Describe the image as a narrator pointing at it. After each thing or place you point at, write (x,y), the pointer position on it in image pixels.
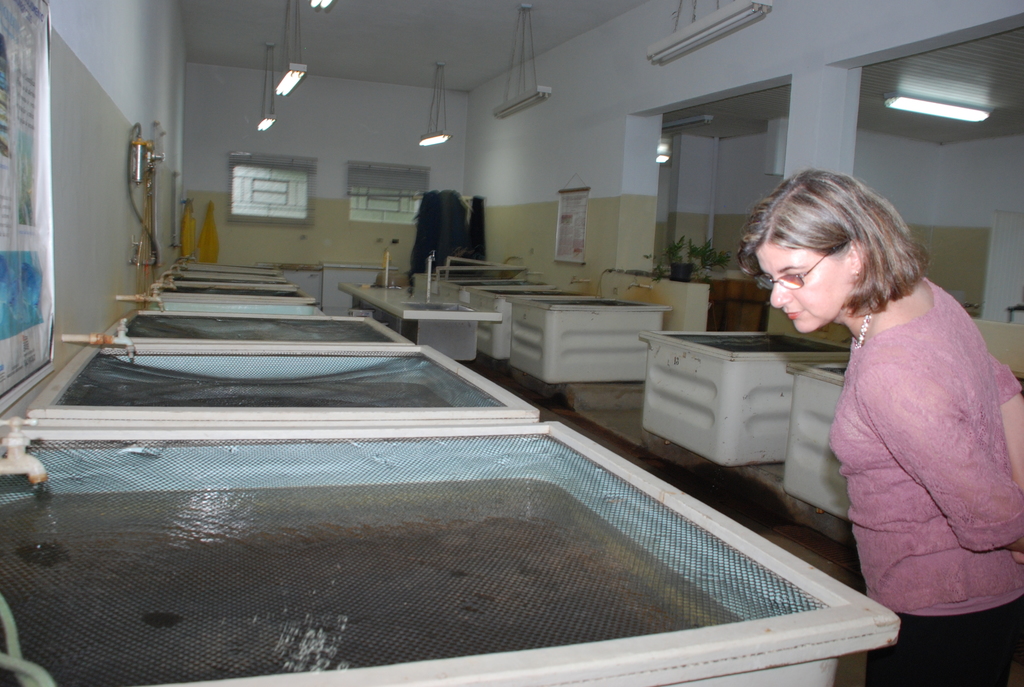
In this picture we can see a woman (925,556) is standing on the floor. In front of the woman (834,302) there are some containers (281,406) with water (677,336). On the left side of the containers (257,381) there is a wall (118,283) with tap (9,464), a banner (24,271) and some objects (135,243). On the right side of the containers (526,306) there is a houseplant (672,265). At the top (293,70) there are lights (306,68) hanged to the ceiling (286,57).
